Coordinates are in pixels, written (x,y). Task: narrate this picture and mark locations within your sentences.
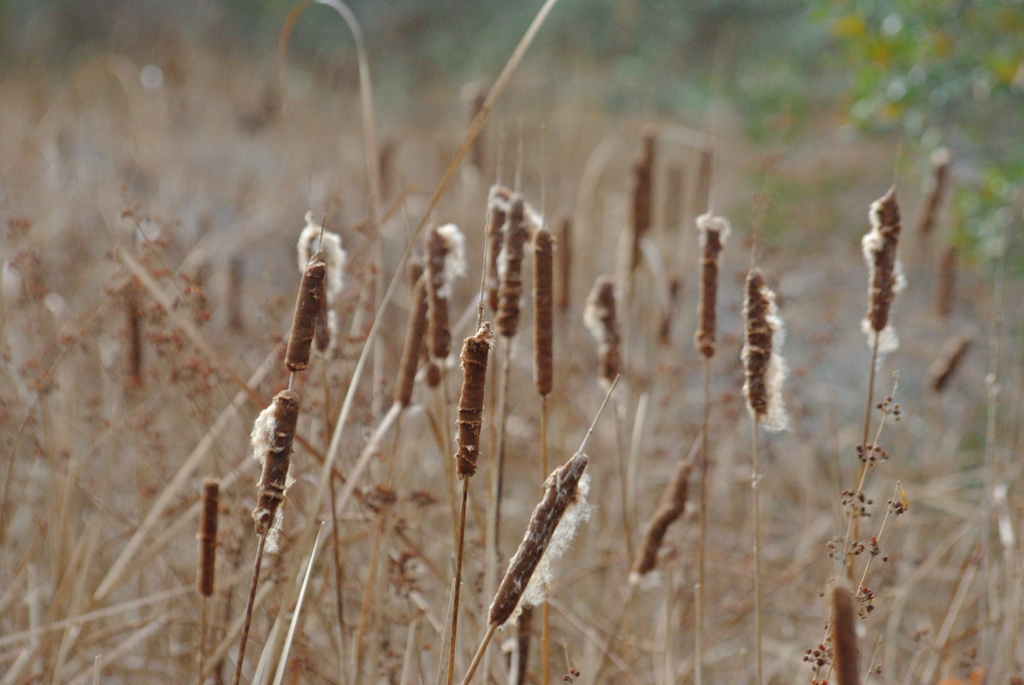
In the center of the image (478,432) there is dry grass (412,470).
